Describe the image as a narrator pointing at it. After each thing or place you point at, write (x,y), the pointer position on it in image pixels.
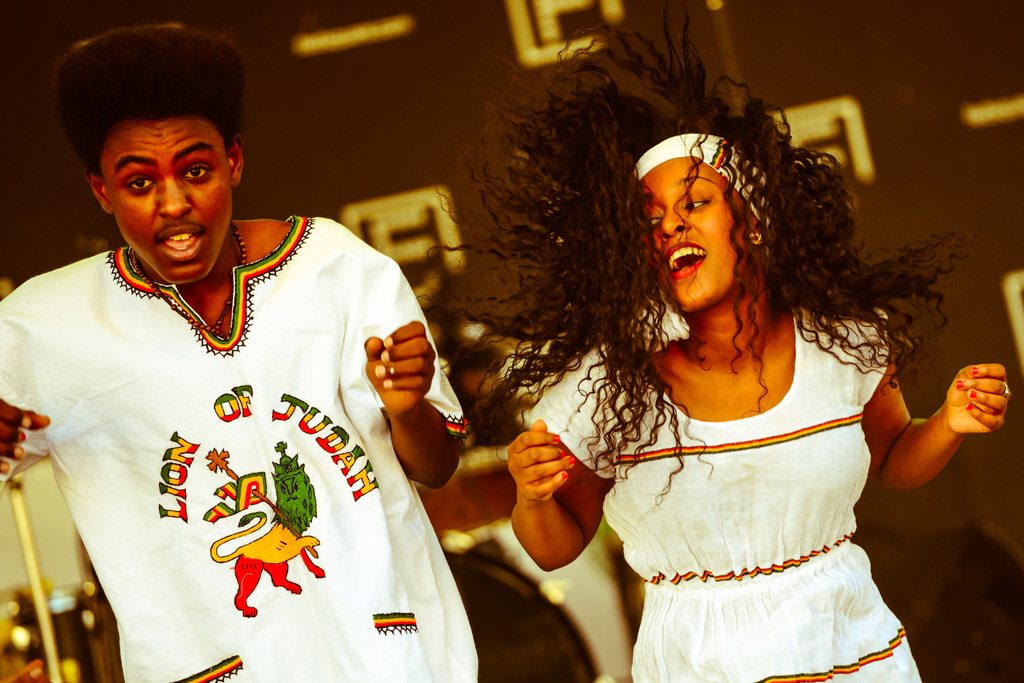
In this image we can see two person (542,410) dancing.
